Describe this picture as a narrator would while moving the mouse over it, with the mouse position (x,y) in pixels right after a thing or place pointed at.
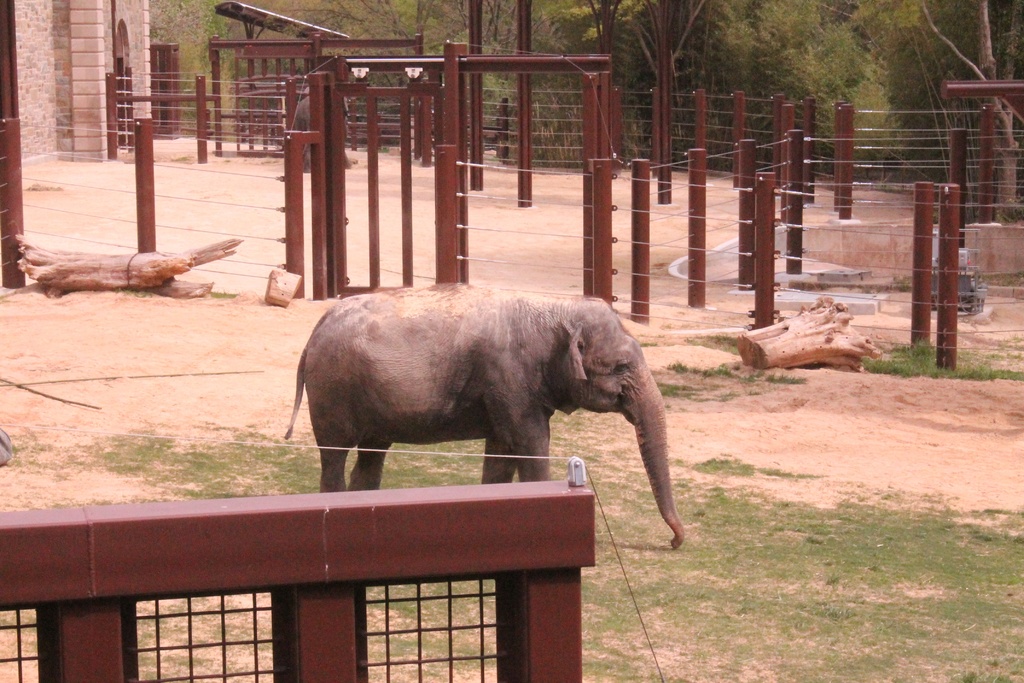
In this picture we can see an elephant (467,376) is standing, at the bottom (820,647) there is grass (830,650), in the middle (460,278) we can see some wood (157,269) and fencing (408,164), in the background (859,65) there are some trees (627,40).
